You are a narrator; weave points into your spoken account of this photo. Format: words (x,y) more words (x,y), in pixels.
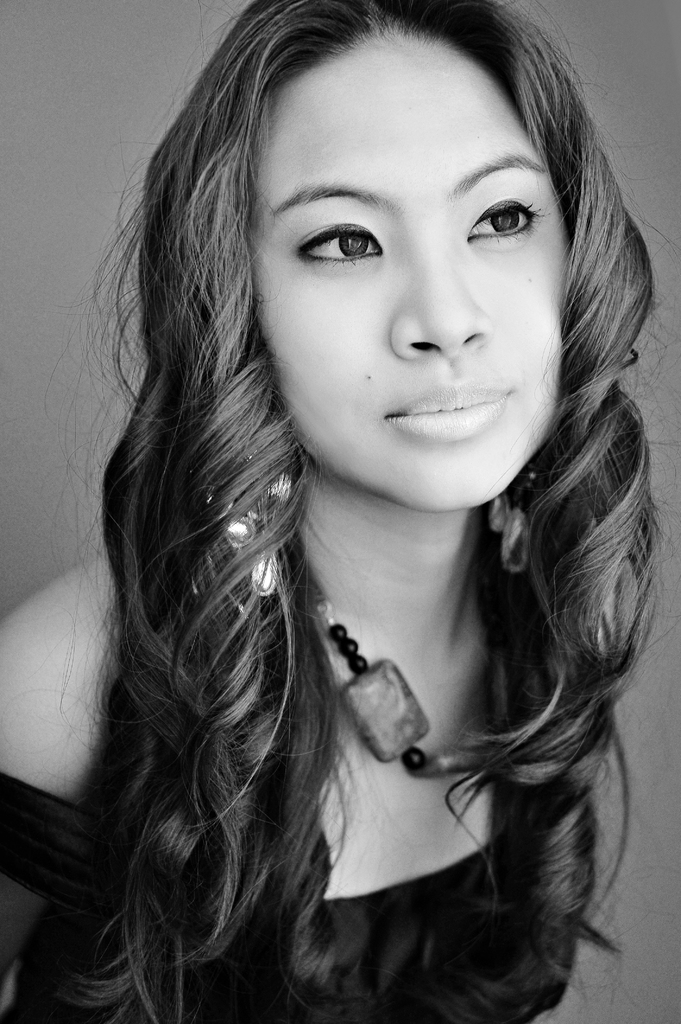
This is a black and white image where I can see a woman (292,766) wearing dress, earrings (233,517) and chain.
